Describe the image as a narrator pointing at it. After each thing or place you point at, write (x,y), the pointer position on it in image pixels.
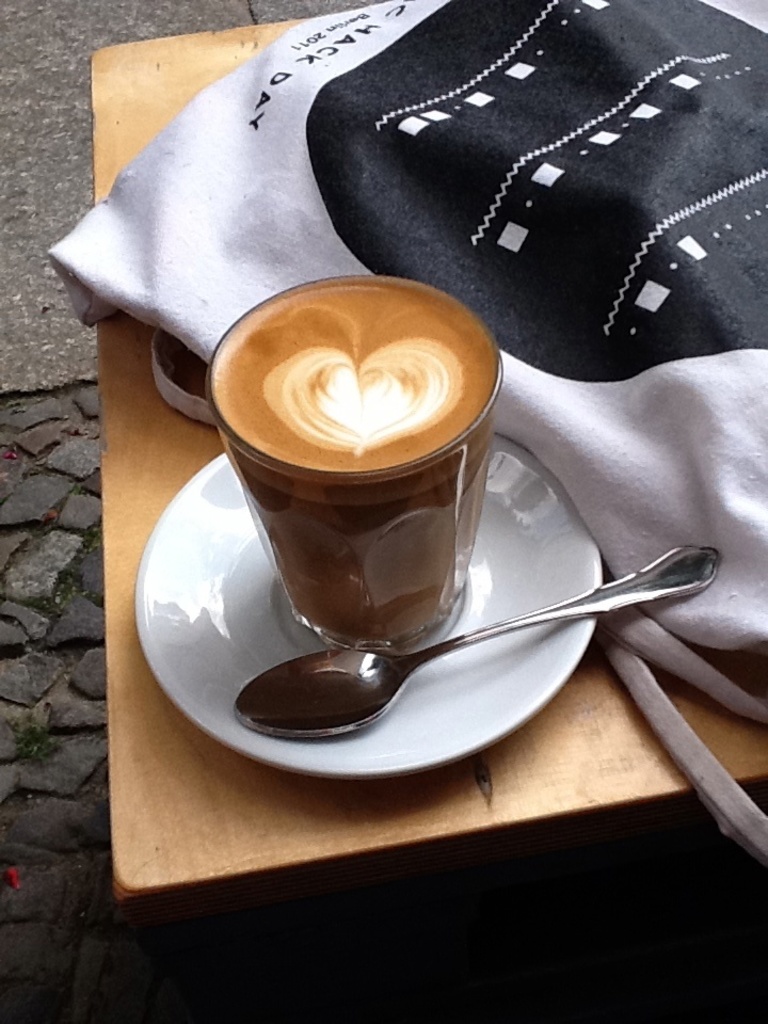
In the image on the wooden table (277,842) there is a glass (355,633) with saucer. And also there is a spoon (306,667). Beside those things (307,686) there is a cloth carry bag (598,272) with text (309,65) on it.
